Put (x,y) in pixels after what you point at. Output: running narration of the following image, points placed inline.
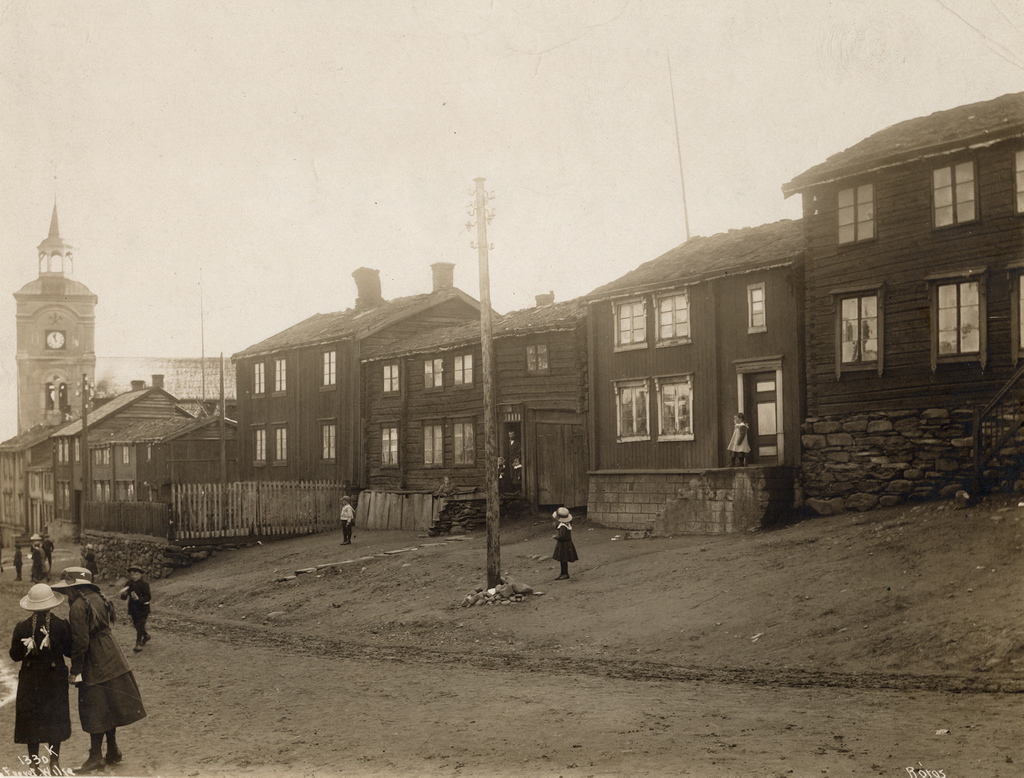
In this picture I can see there are few buildings (456,404) here at right (848,343), the buildings (565,480) have windows (468,446), doors (744,400), stairs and there are few girls (117,705) and boys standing here and there are few people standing at left (131,707). There is soil (551,727) on the floor (480,722), there is a electric pole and a tower (73,340) in the backdrop (32,338) with a clock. The sky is clear.
